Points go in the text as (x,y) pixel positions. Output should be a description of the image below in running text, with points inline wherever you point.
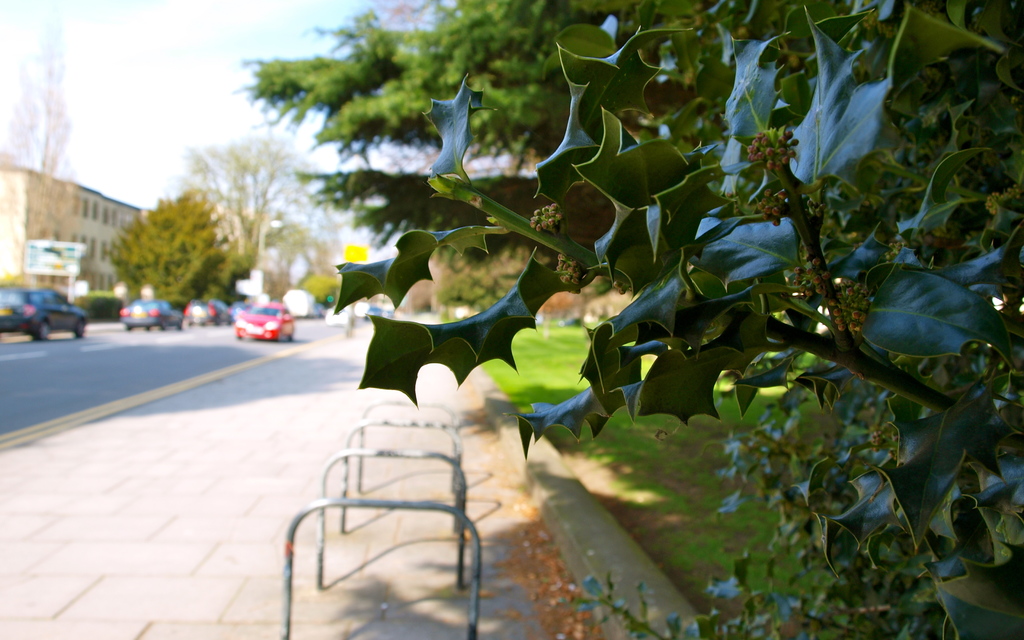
In this image we can see trees (501,109) and grass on the ground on the right side (789,394) and there are poles (463,533) on the footpath (373,552). In the background (198,222) there are vehicles (44,292) on the road (130,350), trees (213,229), building (90,247), windows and clouds (186,164) in the sky (170,80).
